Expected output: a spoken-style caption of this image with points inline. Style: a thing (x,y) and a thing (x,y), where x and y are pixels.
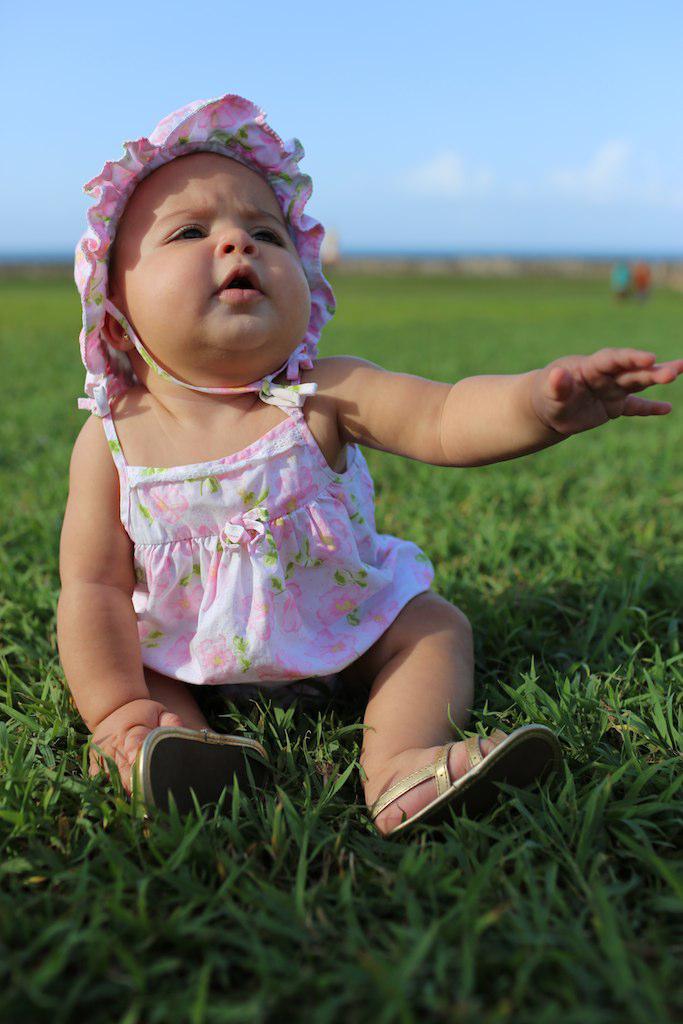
In this picture there is a baby girl (198,348), who is wearing pink cap (223,122), dress (245,513) and sandal (145,801). She is sitting on the ground (569,690). At the bottom (557,881) we can see green grass (405,902). On the right (645,278) background (621,292) there are two persons (639,268) who are standing on the ground (603,309). In the top (616,73) we can see sky (503,119) and clouds (434,178).
